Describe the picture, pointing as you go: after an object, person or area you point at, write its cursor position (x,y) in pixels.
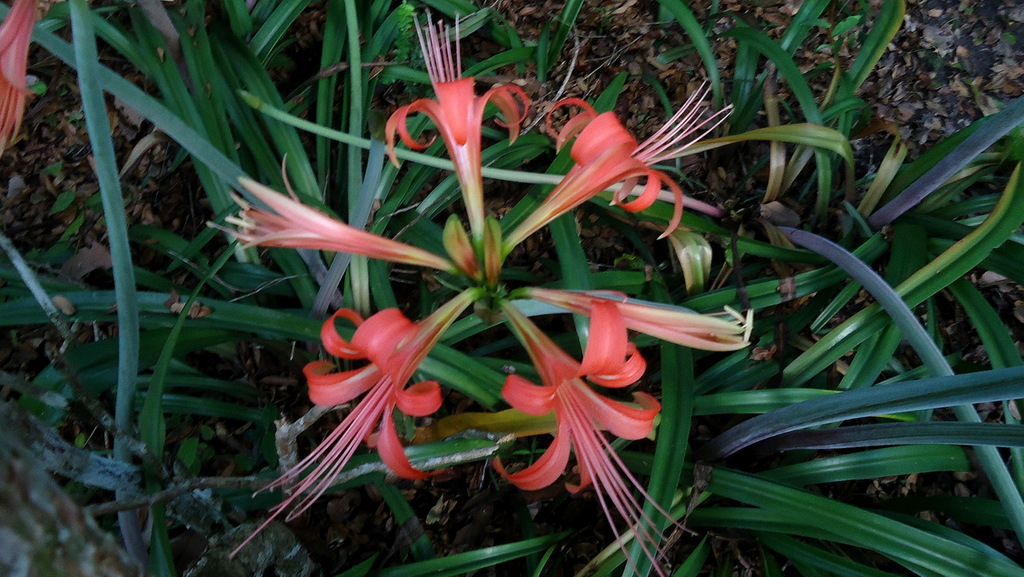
At the bottom portion of the picture (966,486) we can see dried leaves (674,80) on the ground (57,72). In this picture we can see flower plants (513,289) and flowers (444,310).
